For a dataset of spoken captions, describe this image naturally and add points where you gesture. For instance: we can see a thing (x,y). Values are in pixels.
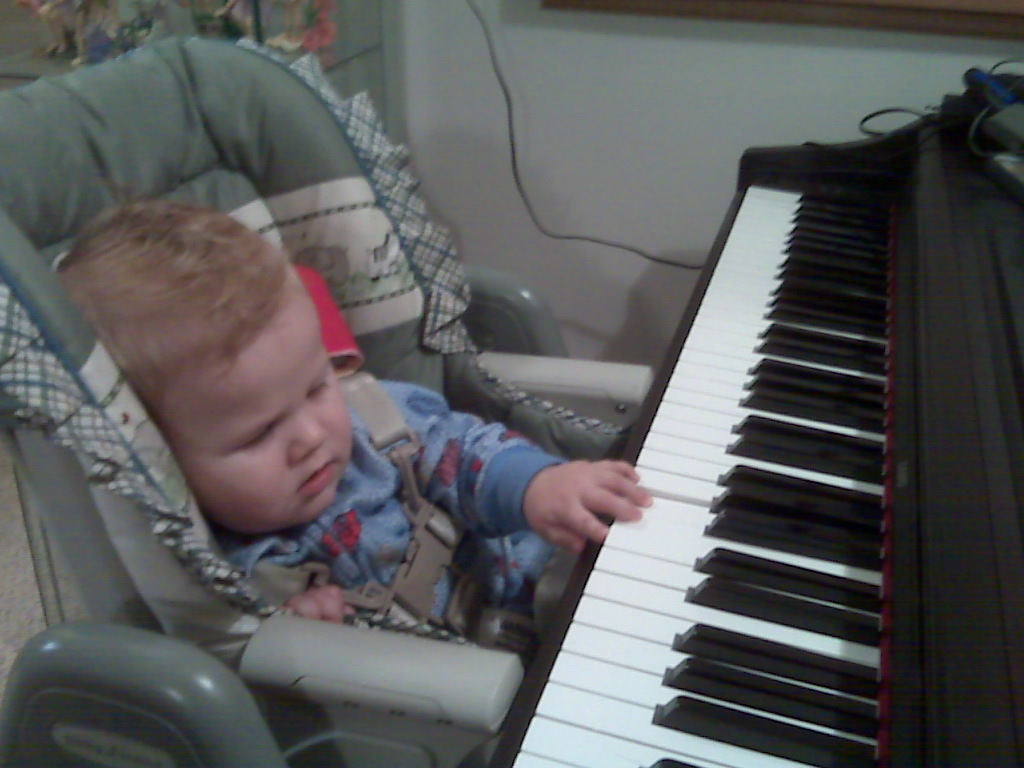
In this picture there is a boy (289,497) who is sitting on the chair (284,210). He is holding a piano (682,480). There is a wire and some show pieces (210,18) in the shelf (357,45).
